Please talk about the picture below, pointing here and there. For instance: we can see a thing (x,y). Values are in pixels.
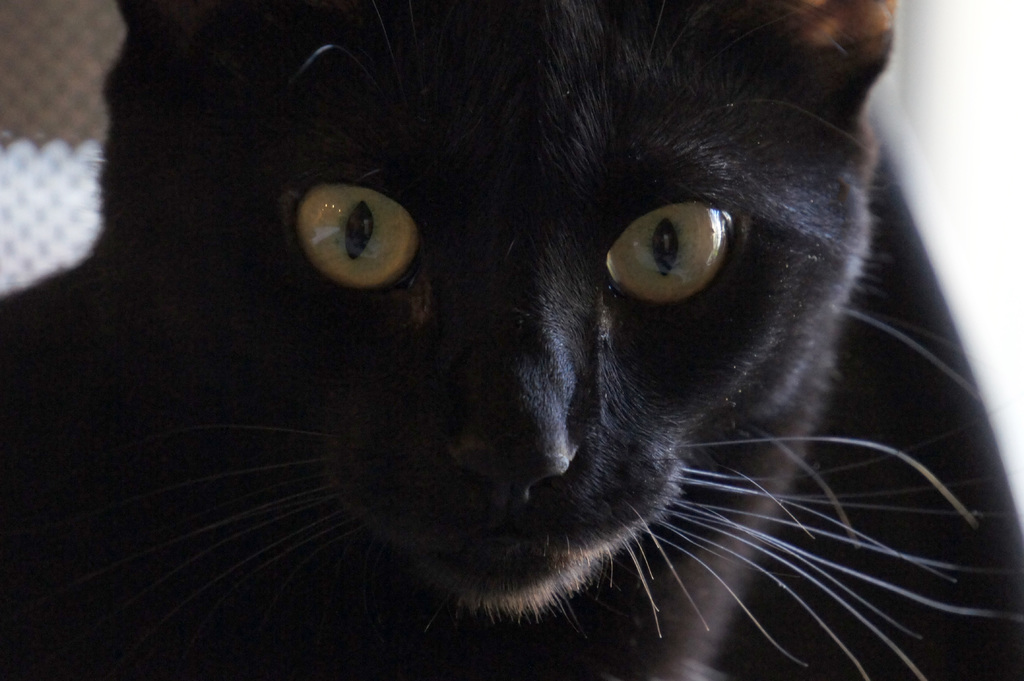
In the image we can see there is a black colour cat (591,394).
